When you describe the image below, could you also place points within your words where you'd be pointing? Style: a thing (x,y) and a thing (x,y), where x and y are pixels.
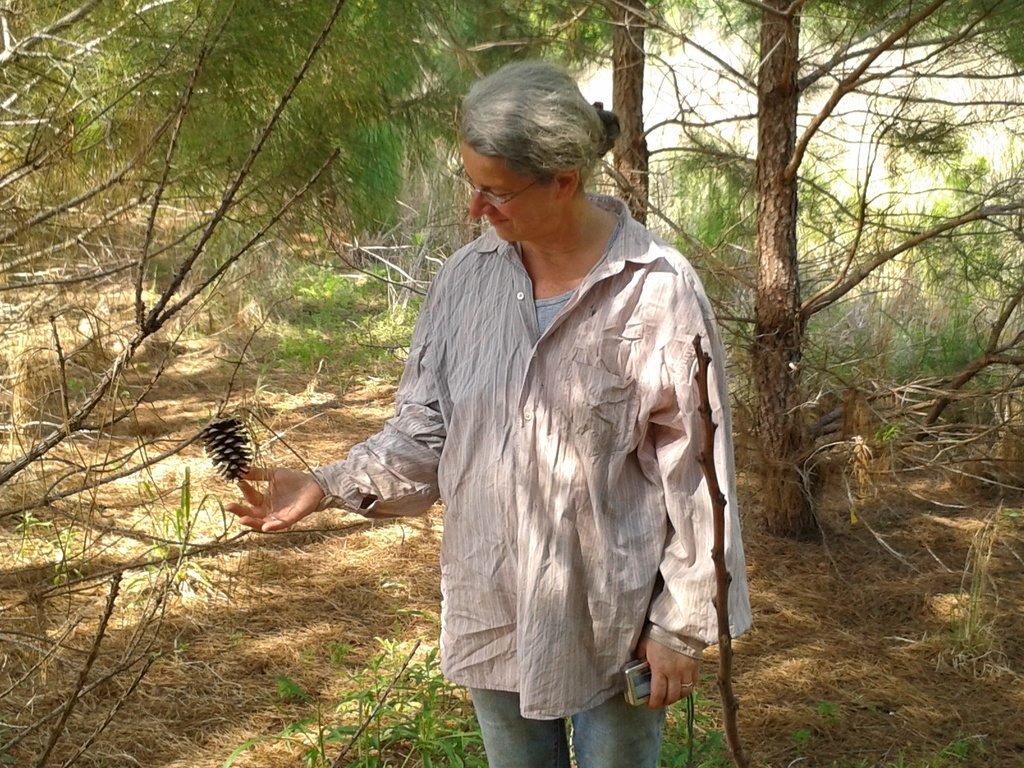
In this picture there is a woman (573,397) standing in the forest (406,264) and holding the dry fruit (239,453) in the hand (251,475). Behind there are some trees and dry leaves (420,544) on the ground (44,349).
